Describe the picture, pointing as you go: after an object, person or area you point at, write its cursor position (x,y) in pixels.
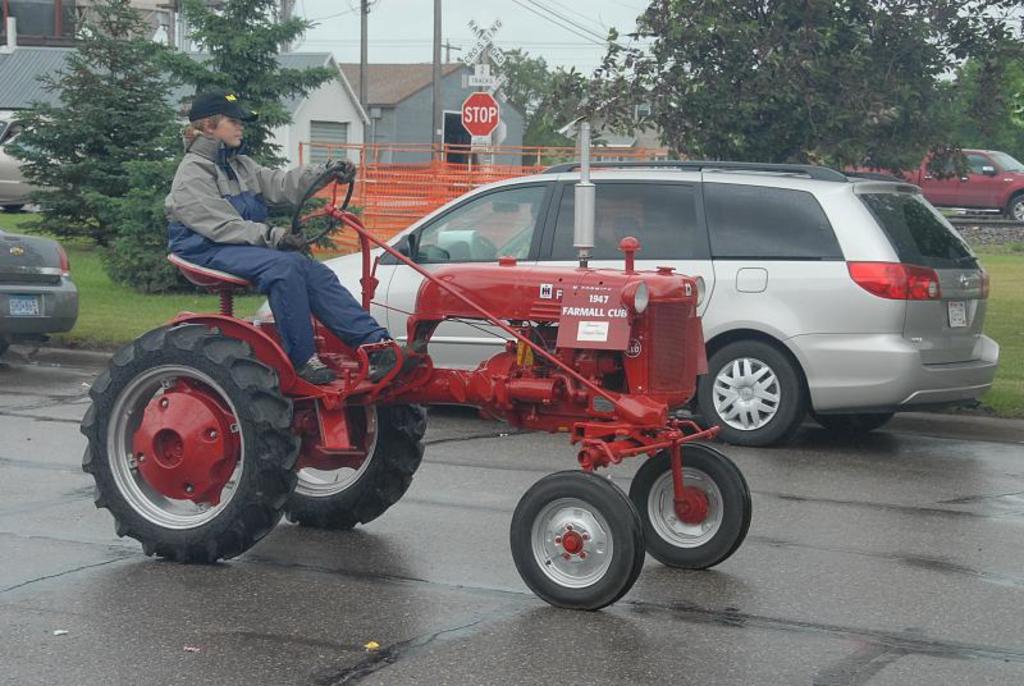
In this image there is a person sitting on tractor (192,503) on the road (164,571), there are two vehicles (902,304) visible on the road (943,470), at the top (122,138) there are some buildings (70,21), the sky (304,33), trees (898,33), vehicles (986,175), sign boards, poles (440,68), cable wires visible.
